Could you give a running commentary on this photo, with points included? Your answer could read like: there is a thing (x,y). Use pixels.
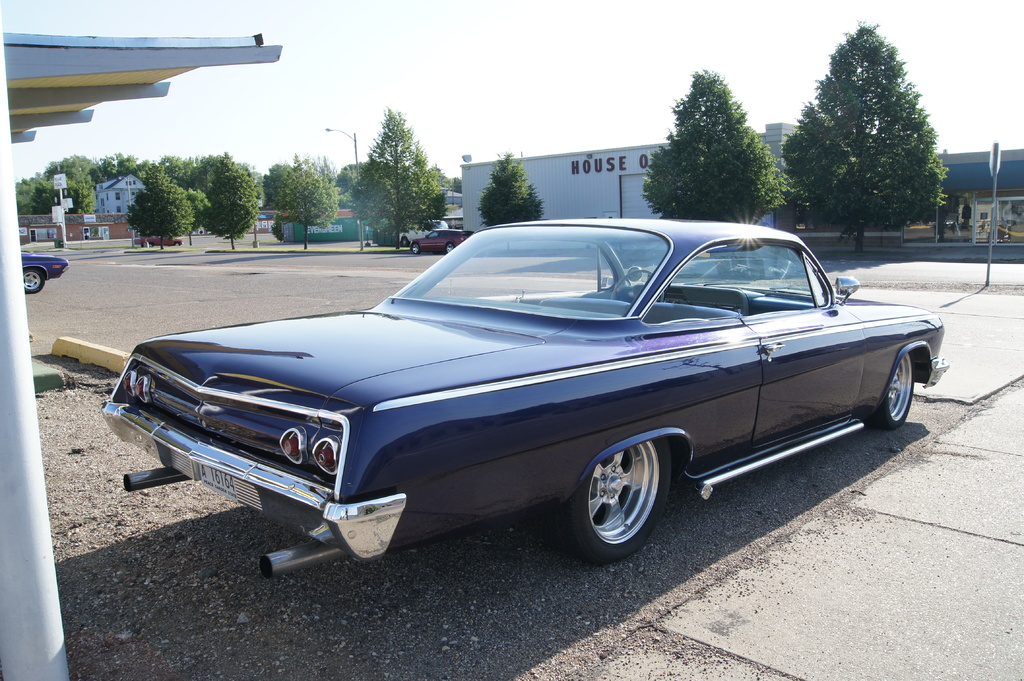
In the middle of this image (671,407), there is a vehicle (724,244) parked. Besides this vehicle (741,426), there is a road (63,281). On the left side (6,356), there is a pipe (34,641). On the right side (1012,209), there are trees (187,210), poles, buildings (1005,166) and vehicles (444,231) on the road (958,280). In the background (569,166), there are poles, trees (507,161), buildings (55,235) and there is a sky (30,151).
